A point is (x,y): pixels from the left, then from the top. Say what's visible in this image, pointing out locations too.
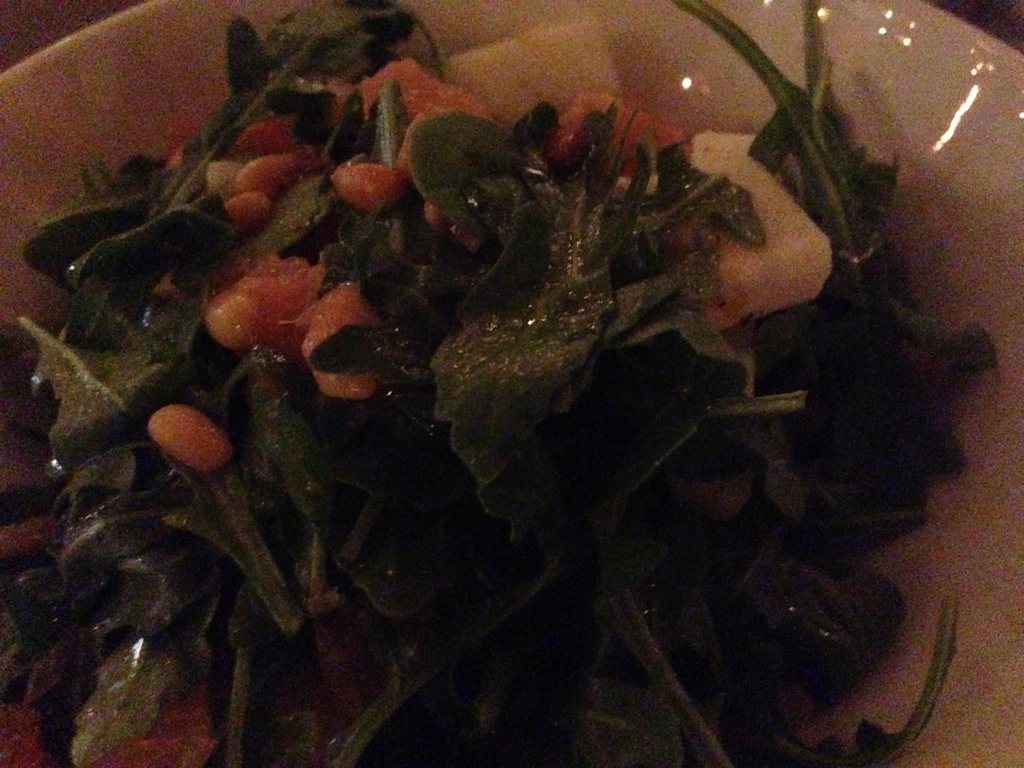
In this image we can see a plate (921,573) containing food (485,462).
